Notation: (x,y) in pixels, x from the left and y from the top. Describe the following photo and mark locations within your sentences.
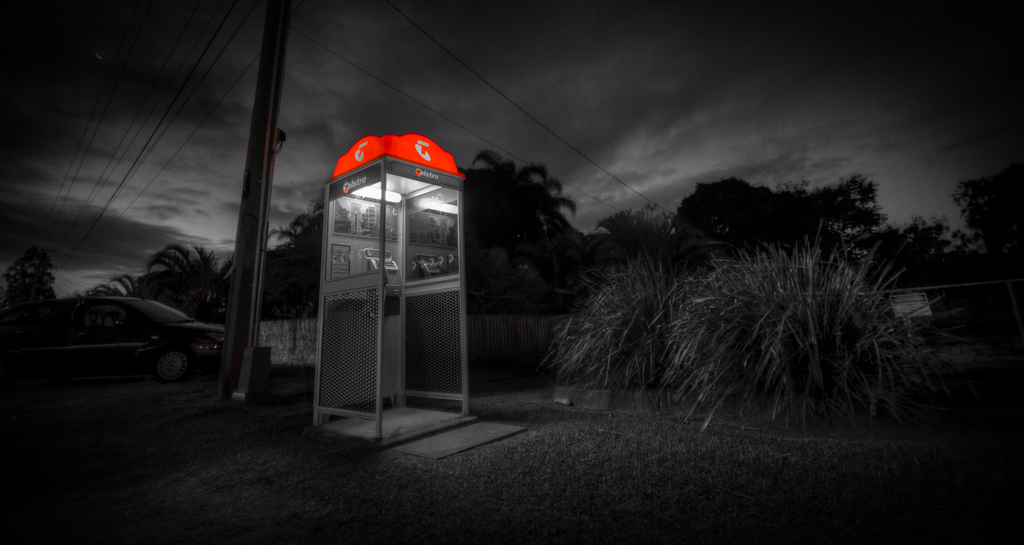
This is a booth (398,276), there are trees (670,239), this is pole (269,185) with the cables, this is sky (618,126).
